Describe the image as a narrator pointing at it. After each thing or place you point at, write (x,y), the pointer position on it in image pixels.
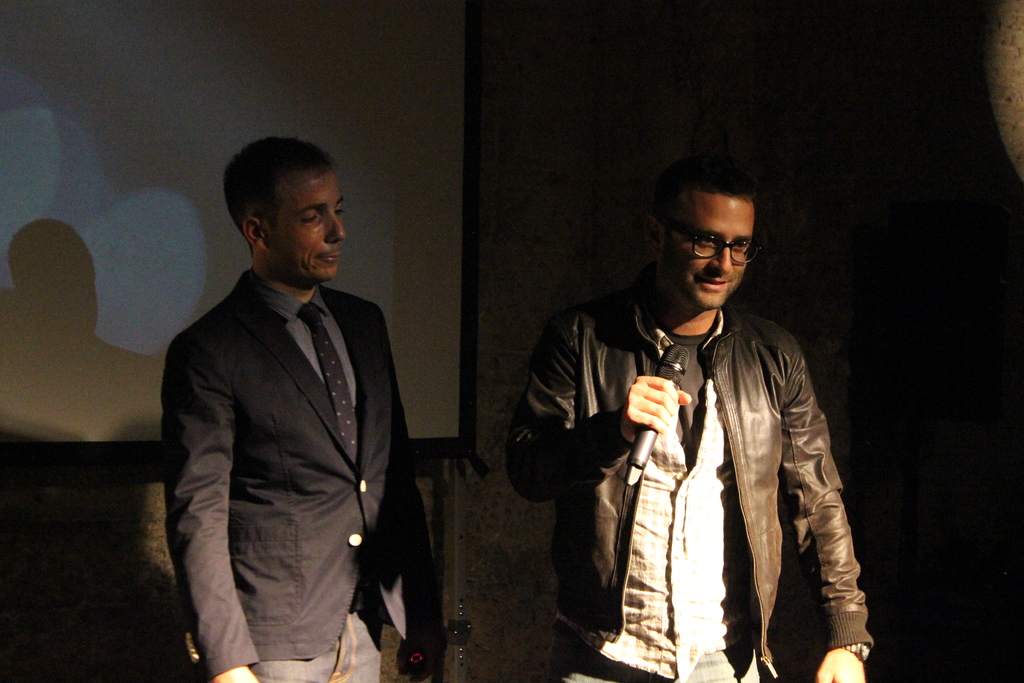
In this picture I can observe two men (613,365). One of them is holding a mic (640,464) and wearing jacket (605,470). Behind them I can observe projector display screen (128,183). In the background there is a wall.
